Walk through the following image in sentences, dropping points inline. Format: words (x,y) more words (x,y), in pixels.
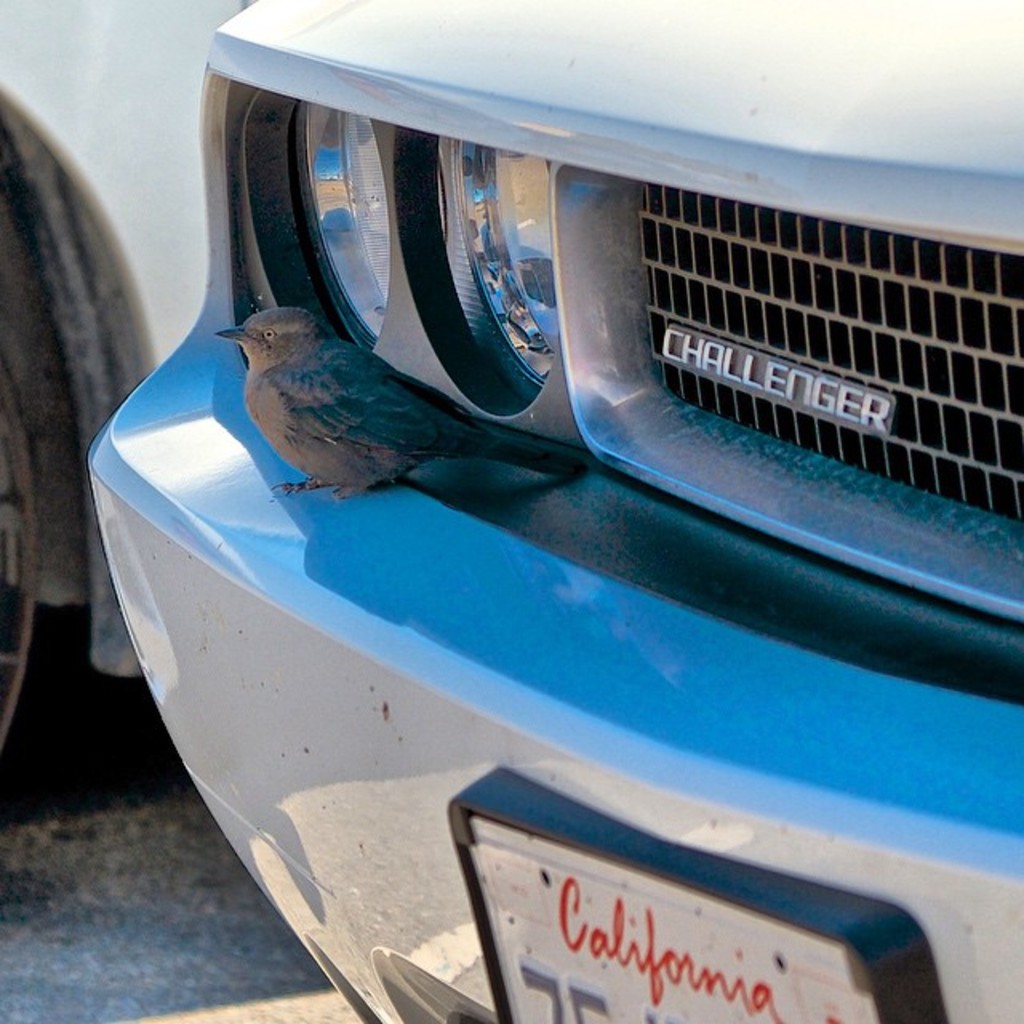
In this image we can see vehicles (502,537), there are lights (512,257), there is a grille (800,305) towards the right of the image (891,349), there is text (782,375) on the vehicle (810,383), there is a vehicle registration plate (705,947) towards the bottom of the image (690,977), there is text (671,952) on the registration plate (651,950), there is road (150,908) towards the bottom of the image (151,944), there is a bird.
